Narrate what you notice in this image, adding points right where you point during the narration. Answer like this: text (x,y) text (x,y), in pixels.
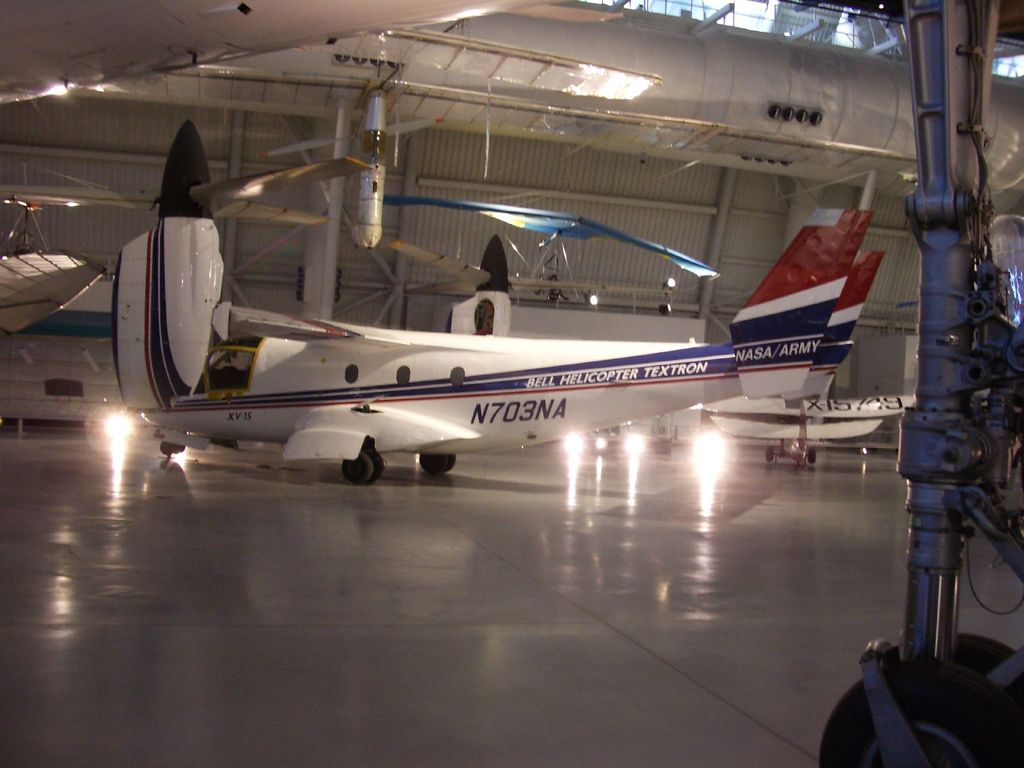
In this image I can see an aircraft (258,433) which is in white color, background (760,204) I can see few grills (747,204) and I can also see few lights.
